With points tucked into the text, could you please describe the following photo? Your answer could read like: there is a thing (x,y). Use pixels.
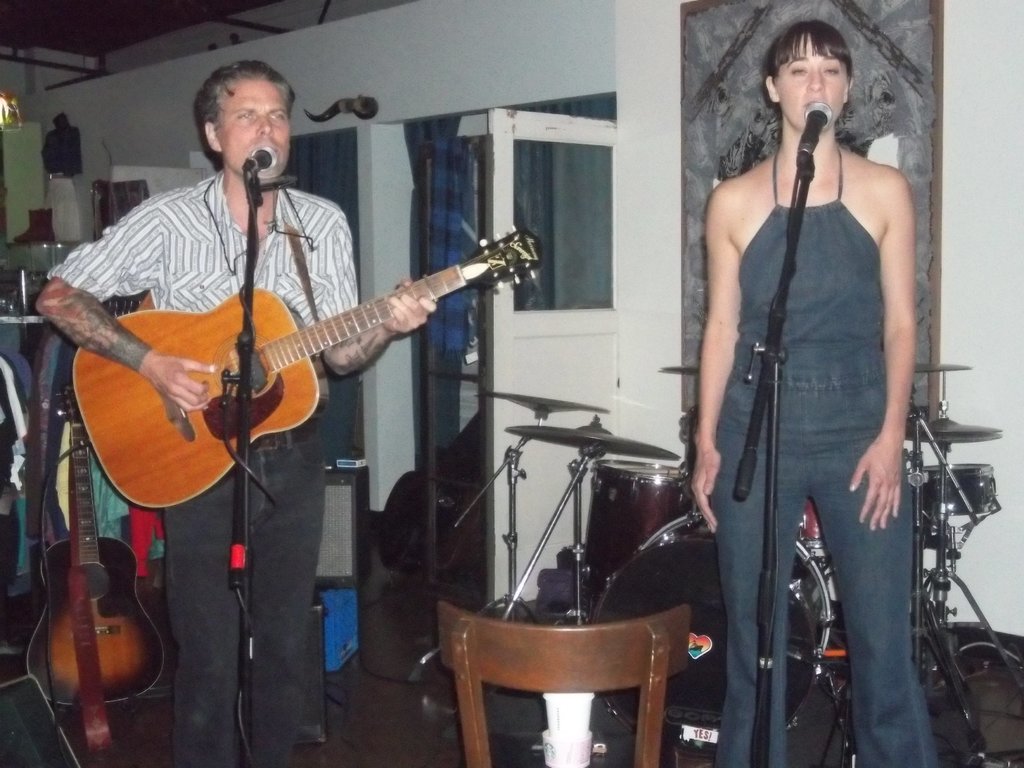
In this image I can see a man (355,361) and woman (793,510) are singing in front of a microphone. The man (364,345) is playing a guitar (194,441) in his hands (187,407), behind these people (752,610) we have musical instruments (614,500), in front (573,663) a chair (544,659). Here we have a door (566,271) and white color wall (984,188).
